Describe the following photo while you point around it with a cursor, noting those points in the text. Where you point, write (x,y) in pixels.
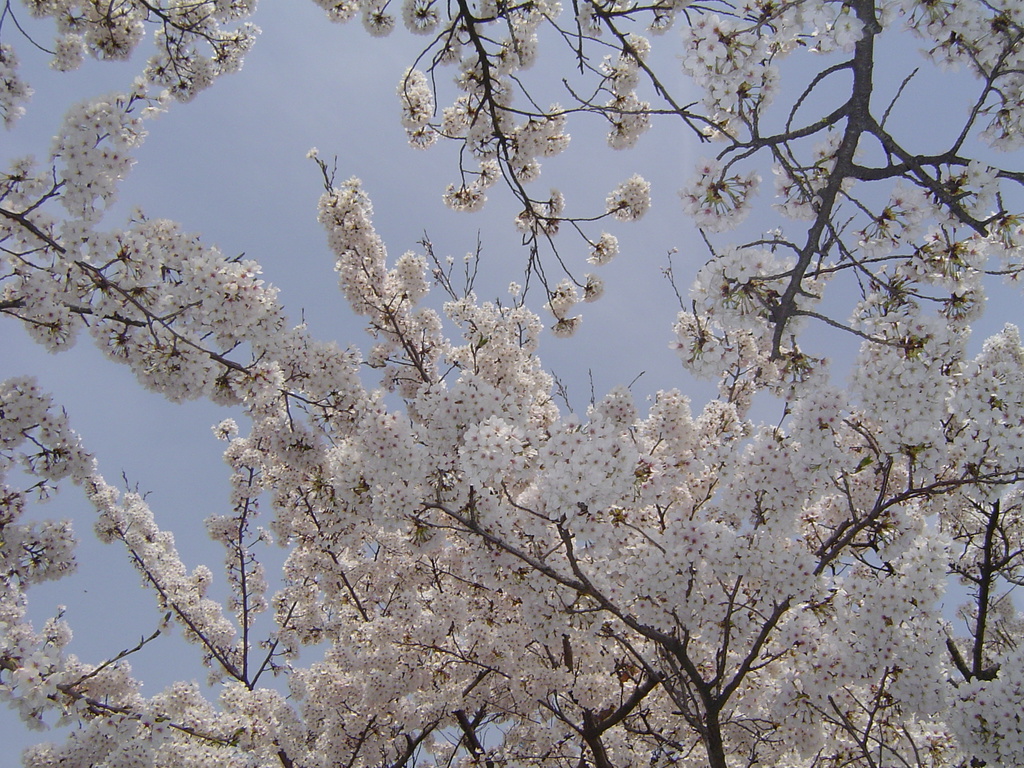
In this image we can see a white color flower tree (378,446). In the background (169,454), we can see the sky (95,364).
